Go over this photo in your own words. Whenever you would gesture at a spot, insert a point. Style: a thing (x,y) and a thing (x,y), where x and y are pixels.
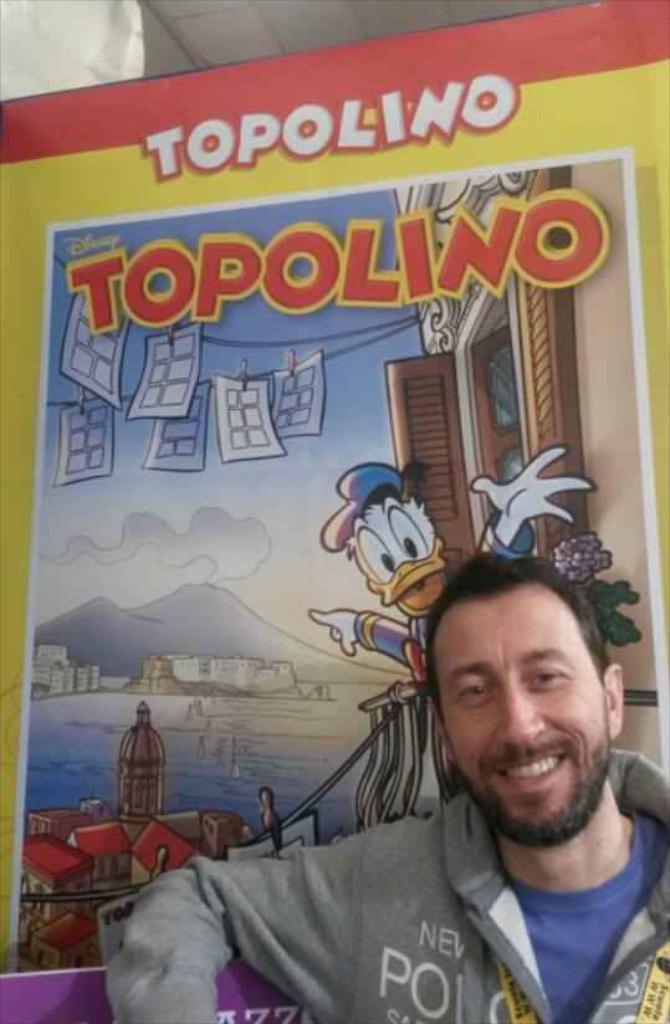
On the right side of the image (566,921) there is a man (505,796) with a blue t-shirt (579,923) and grey jacket (241,878) is smiling. Behind him there is a poster (259,451) with few animations (398,591) and something is written on it.
